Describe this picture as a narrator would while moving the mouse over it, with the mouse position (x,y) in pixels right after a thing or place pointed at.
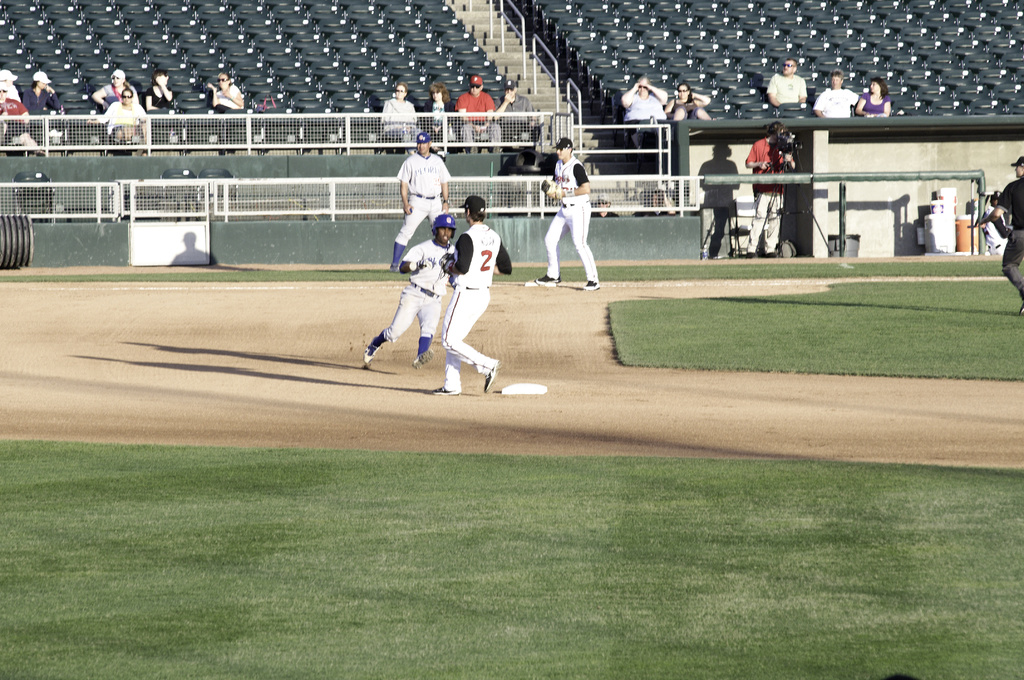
In this picture we can see some people (480,370) on the ground (478,383) and in the background (769,59) we can see a fence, people (693,105), chairs (831,23).
